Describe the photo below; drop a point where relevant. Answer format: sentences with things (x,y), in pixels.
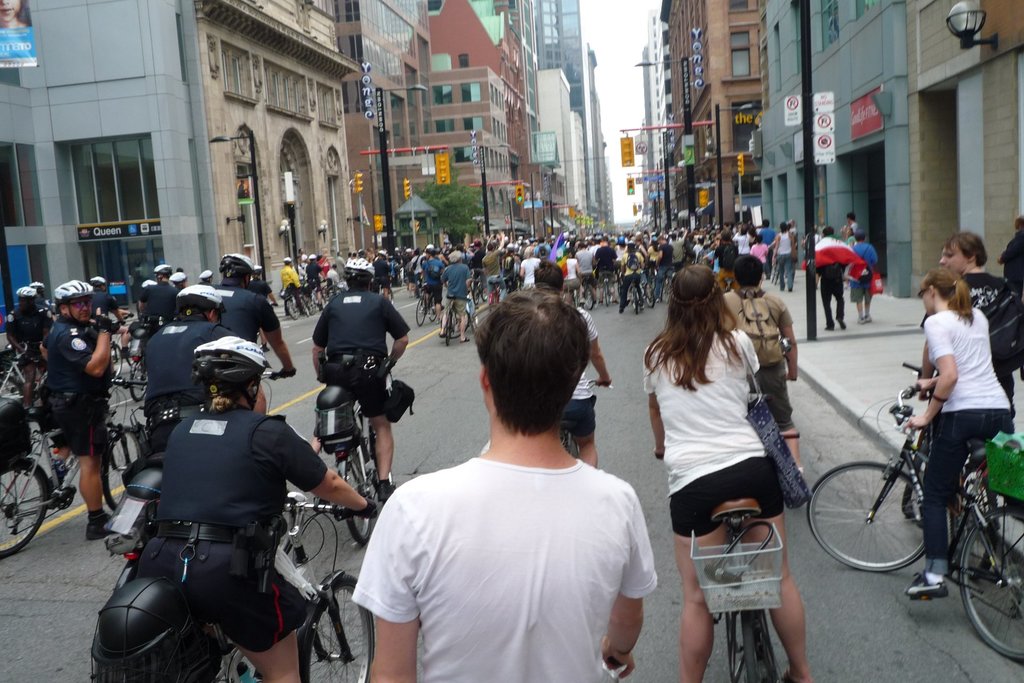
As we can see in the image there are buildings (303,102) and many people (378,296) riding bicycles (327,517) on road (454,447).
